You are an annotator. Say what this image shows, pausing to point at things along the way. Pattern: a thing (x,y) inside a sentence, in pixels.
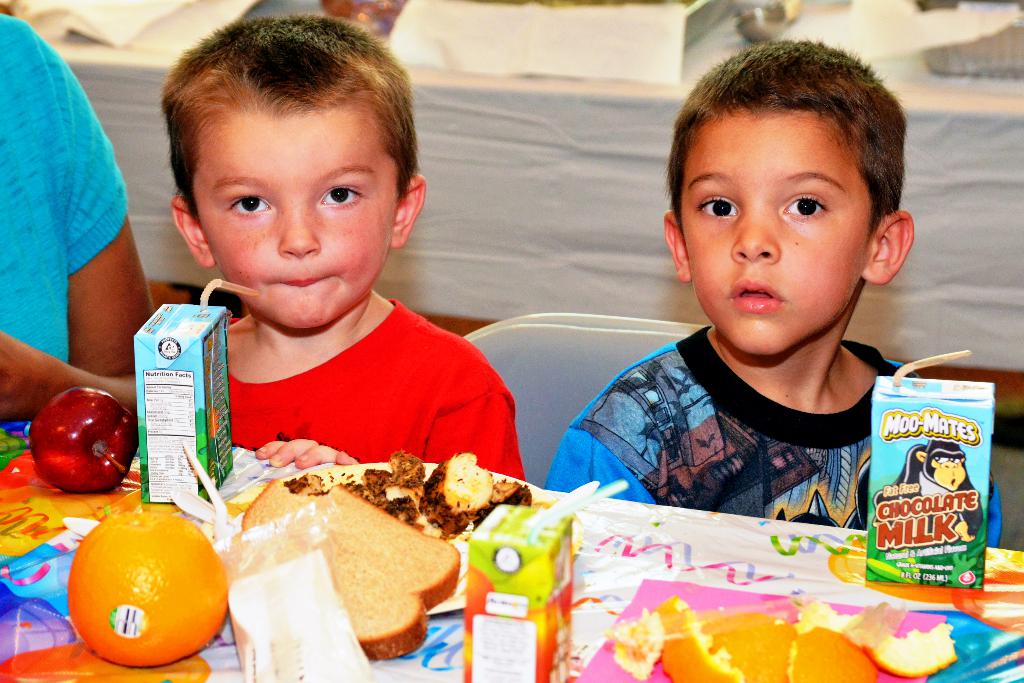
In this picture I can observe two kids (471,391) sitting in the chair (520,354). One of them is wearing red color T shirt (365,393) and the other is wearing blue color T shirt (670,427). In front of them there is a table (429,625) on which I can observe some fruits (133,573), bread (355,551) and milk (224,406). On the left side (51,242) there is a person (23,203). In the background (534,204) I can observe another table (509,97). There is a white color cloth (526,116) on the table (526,116).
